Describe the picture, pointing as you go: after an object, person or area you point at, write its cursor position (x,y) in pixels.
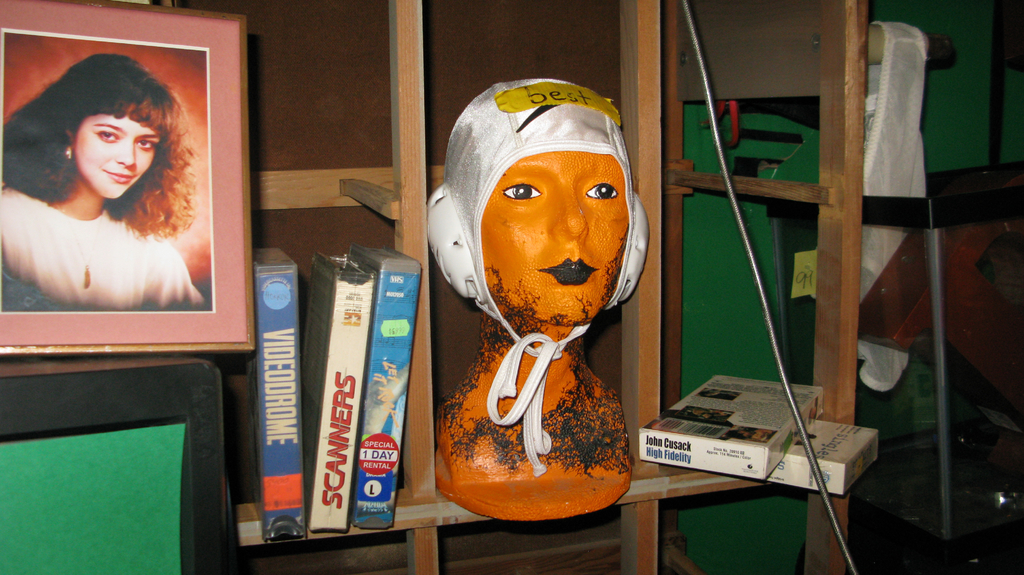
In this picture we can see few video tapes (686,441) and a sculpture (529,263) in the racks (671,341), on the left side of the image (74,124) we can find a frame (127,214), in the frame (112,152) we can see a woman (86,231).
